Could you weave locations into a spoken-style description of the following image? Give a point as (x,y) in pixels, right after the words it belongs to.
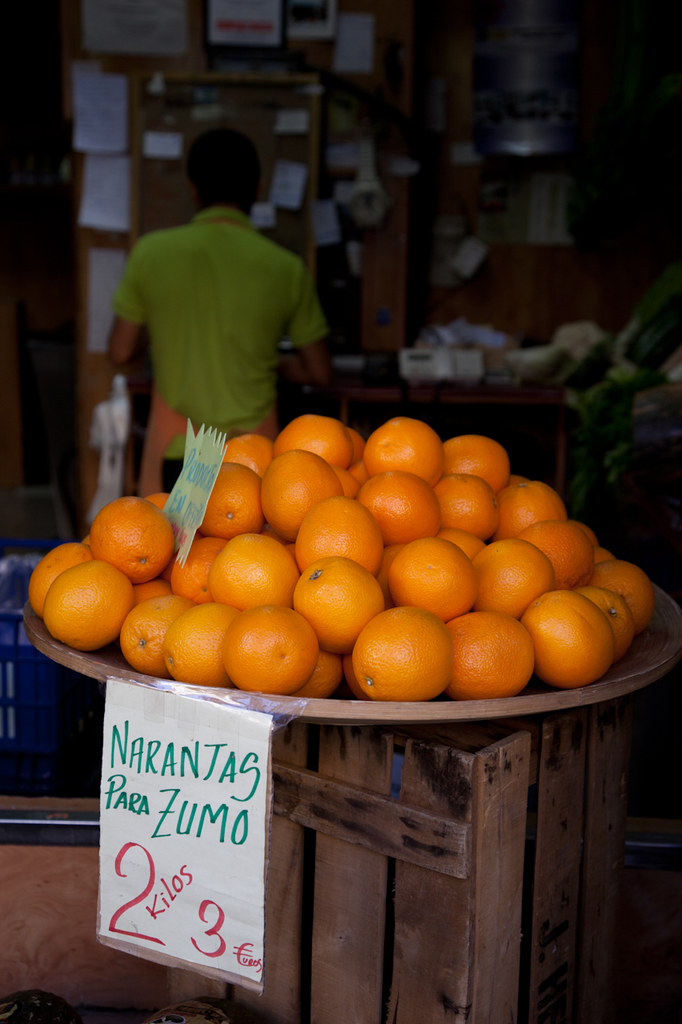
In this image, in the middle (257,654), we can see a wooden box (521,745), on the box (466,884), we can see a plate (116,655) with some oranges (620,570). On the left side (157,735), we can also see a paper (238,881), on the paper (186,741), we can see some text (186,811) written on it. In the background (202,322), we can see a man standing in front of the stall (332,268). On the stall (337,275), we can see some papers (97,213) attached to it and a table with some object (469,325).
